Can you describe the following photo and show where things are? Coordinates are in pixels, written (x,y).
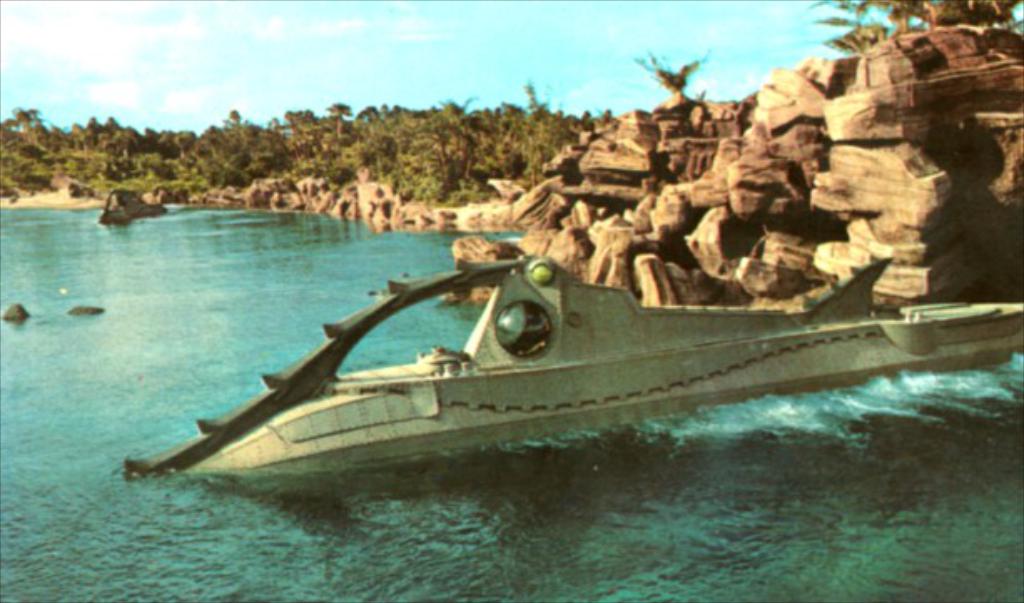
In this image we can see many trees (101,134) and plants (432,184). There are many rocks (565,193) in the image. We can see a lake (207,329) in the image. There is an object (506,403) in the water (205,342). We can see the sky (555,59) in the image.
